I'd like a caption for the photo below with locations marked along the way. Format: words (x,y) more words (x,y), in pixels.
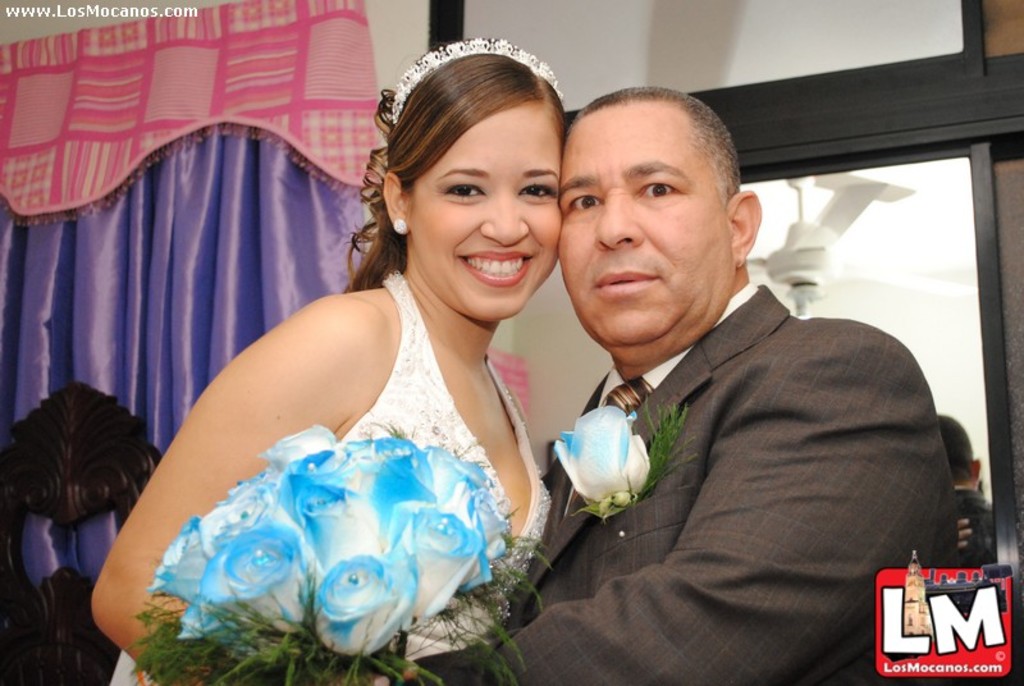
In this image there is a man (737,510) and a woman (332,411) holding a bouquet (343,548) in her hand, in the background (256,151) there is a curtain (268,93) and a mirror (938,318).
